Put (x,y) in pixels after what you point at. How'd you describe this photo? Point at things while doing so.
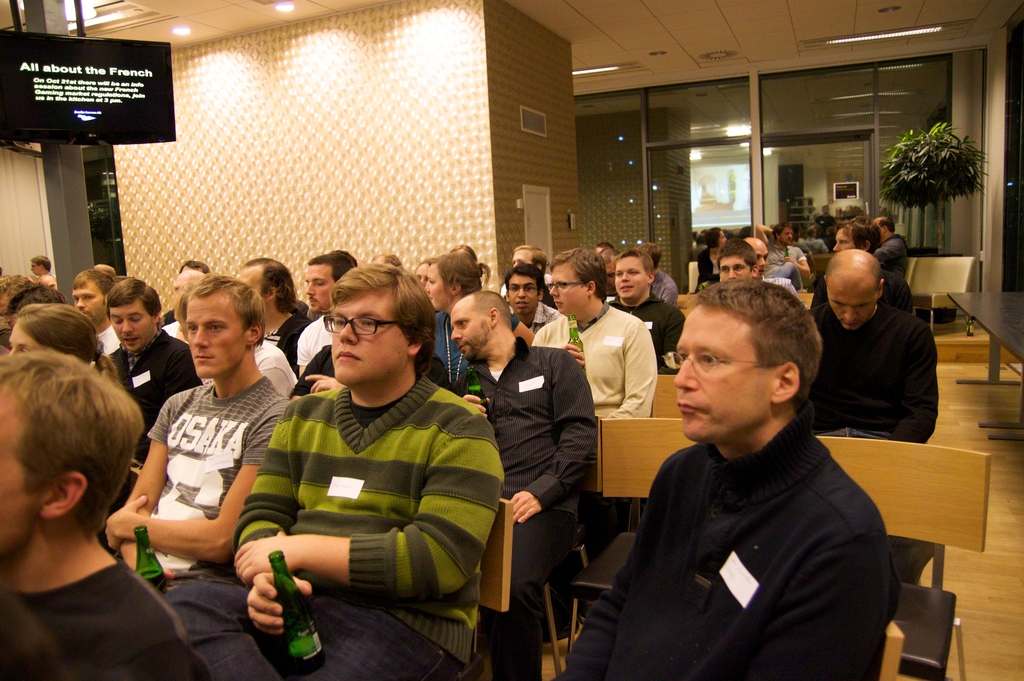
In this picture I see number of people (739,325) who are sitting on chairs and I see few of them are holding bottles (146,539) in their hands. In the background (105,231) I see the wall (518,180) and I see glasses (784,114) and on the right side of this image (924,160) I see a plant (923,161) and on the ceiling (129,5) I see the lights (125,18). I can also see a screen (87,63) on the left top of this image (59,83) on which there is something written.
